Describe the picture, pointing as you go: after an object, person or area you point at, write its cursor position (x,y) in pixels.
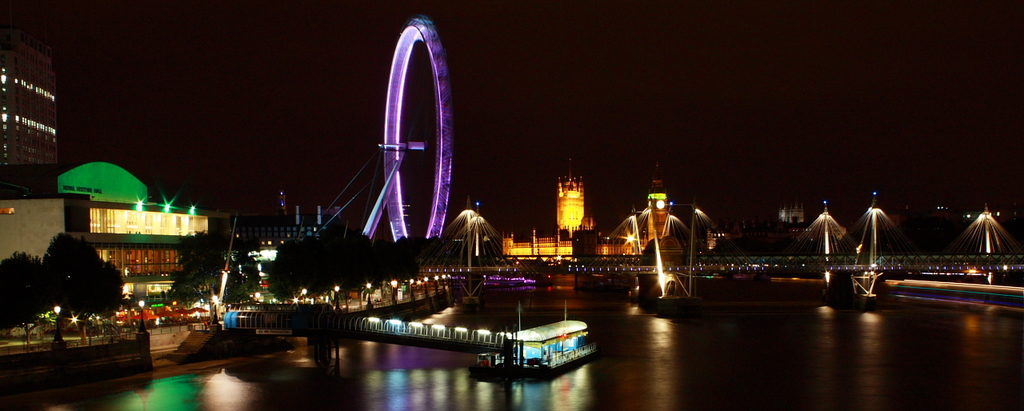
In this image in the center (436,202) there is a giant wheel (438,141), lights (558,255), buildings (531,255), trees (67,278), poles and at the bottom (503,344) there is walkway (418,333) and there is something, it looks like a boat (537,335). In the boat (545,350) there are some objects (562,354) and some lights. At the top of the image (267,93) there is sky (419,91).
